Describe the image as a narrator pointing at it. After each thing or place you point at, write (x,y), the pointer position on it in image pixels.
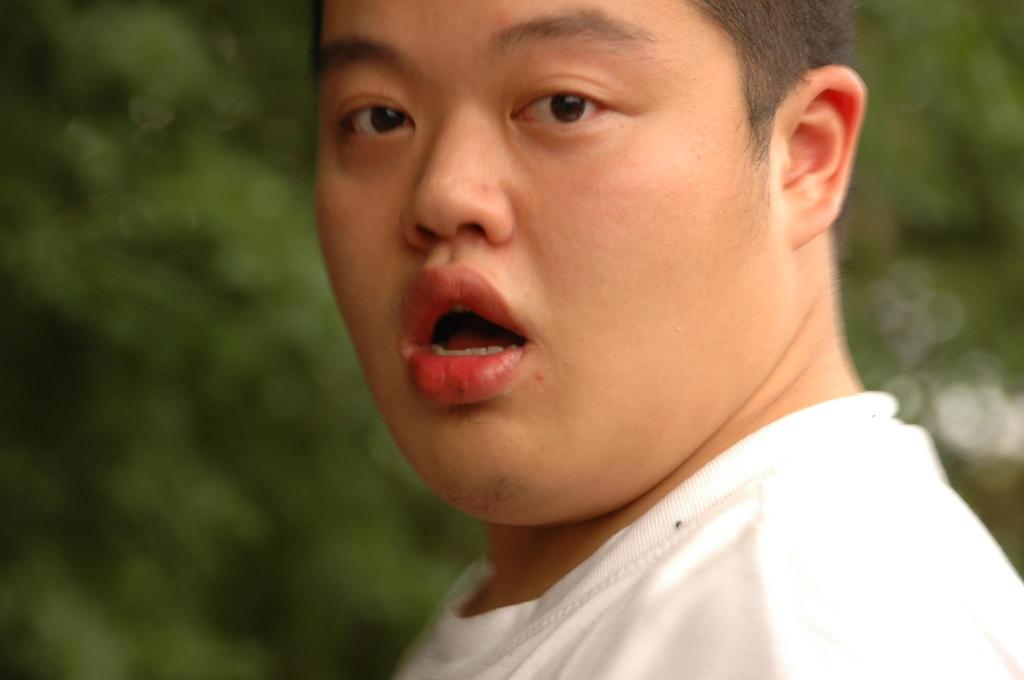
In this picture we can see there is a man (536,493) in the white t shirt (632,578) and behind the man (511,333) there is a blurred background (999,324).
